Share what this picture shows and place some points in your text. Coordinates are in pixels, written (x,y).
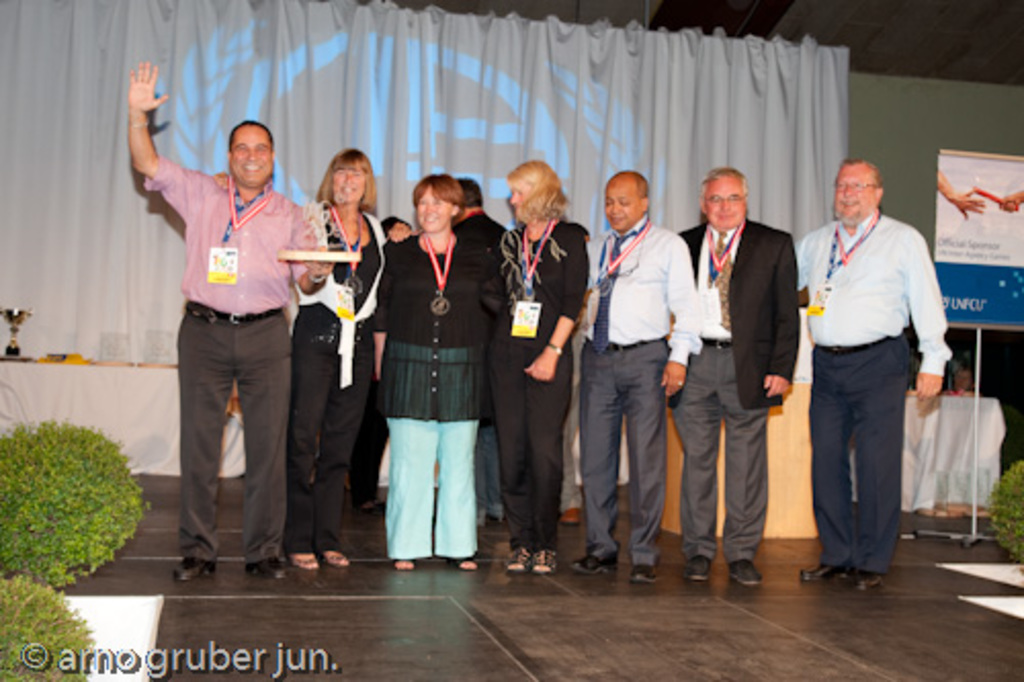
In this image I can see few people (643,405) standing and these people (489,342) are wearing the different color dresses (418,295) and also identification cards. To the side I can see the plants (42,602). To the right (993,307) I can see the board (973,308). In the background (10,332) there is a table (112,435) and trophy (7,349) on it. I can also see the curtain (558,105) in the back (457,178).
